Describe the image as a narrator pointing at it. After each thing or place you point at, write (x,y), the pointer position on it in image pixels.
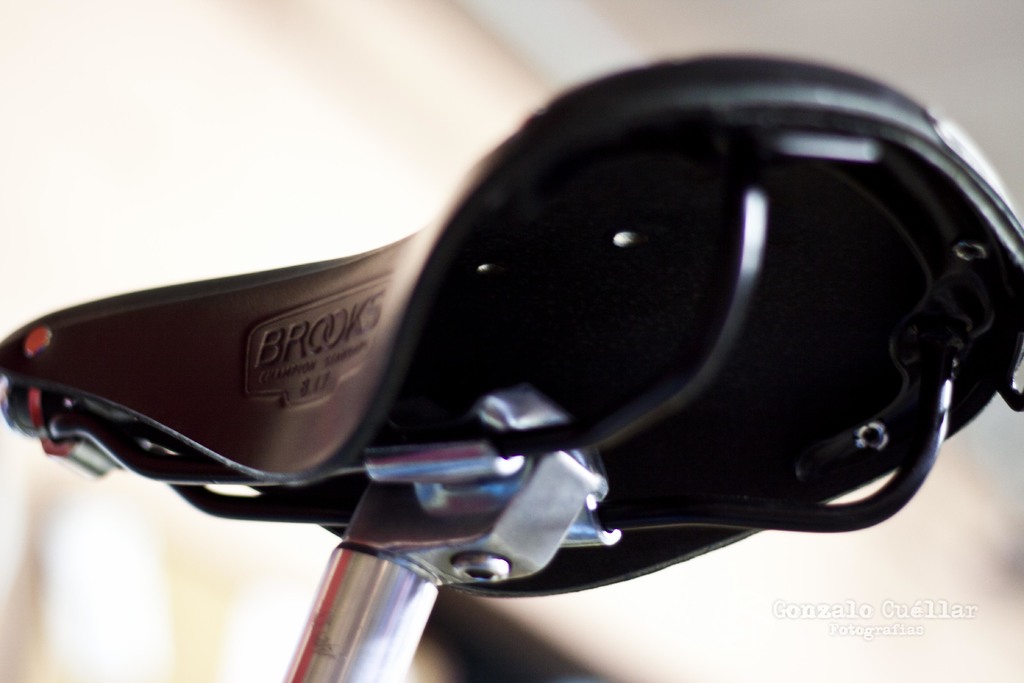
In the center of the image (442,354) there is a cycle seat (325,387). In the background (327,114) there is a wall (327,114).
